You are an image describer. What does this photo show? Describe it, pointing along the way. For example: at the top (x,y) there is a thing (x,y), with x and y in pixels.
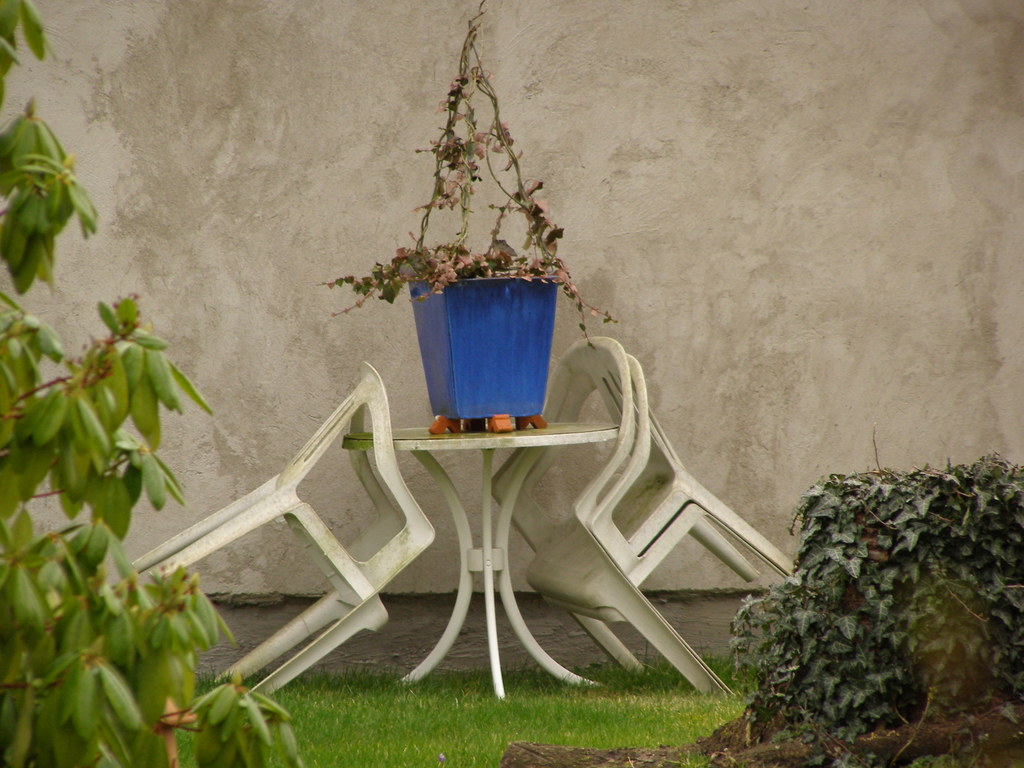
In the image there are three chairs (691,479) which leant on a table (553,439) on which there is plant pot (441,368). The floor (434,699) is of grass (513,708). There is a wall (194,93) behind and over the right side (919,519) and left side (93,680) corner there are plants (830,680).
